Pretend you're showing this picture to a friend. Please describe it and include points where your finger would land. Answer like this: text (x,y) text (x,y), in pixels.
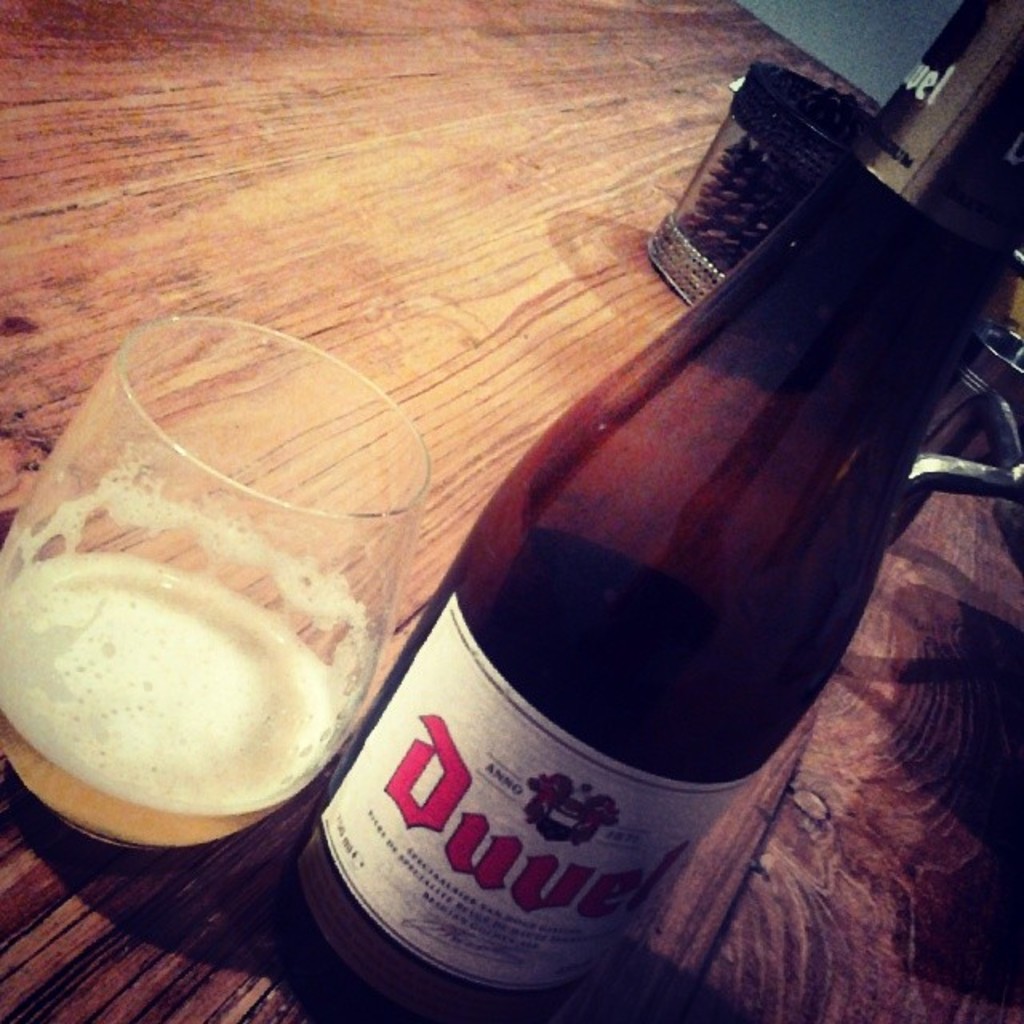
In this picture we can see a bottle (612,791) and a glass (369,649) and in which we can see drink (171,736) on the table (536,206).
